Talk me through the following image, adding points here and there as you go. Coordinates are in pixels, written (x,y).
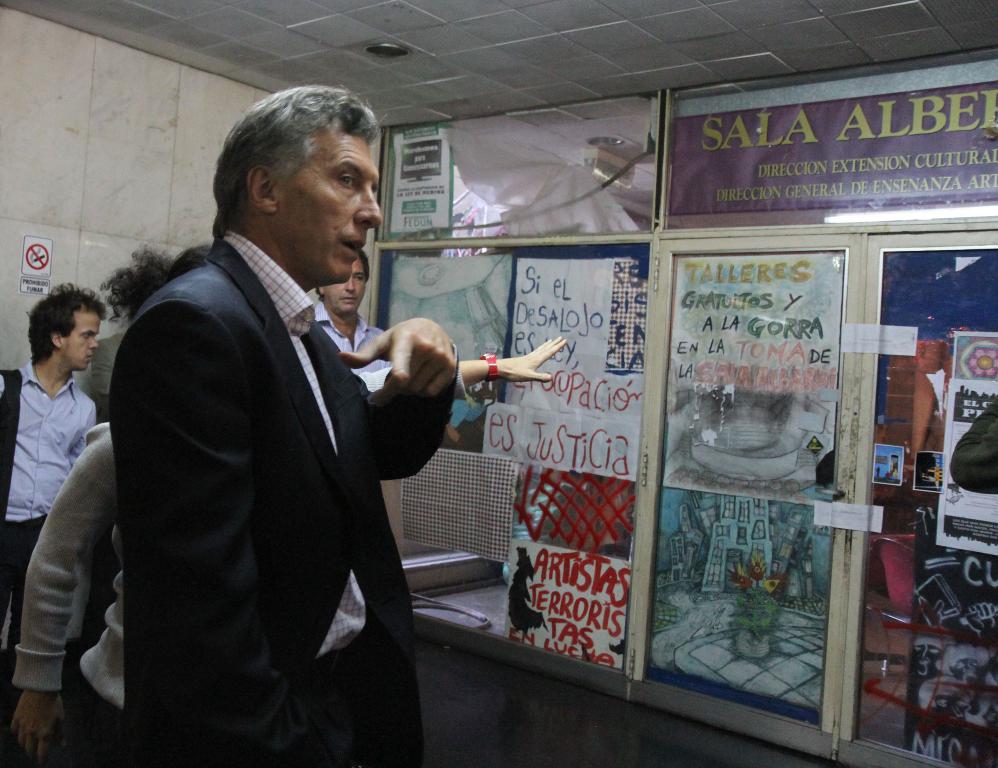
In this image we can see people (272,587) and there are posters (693,499) pasted on the walls (775,276). In the background (173,135) there is a wall (195,201) and we can see a door (862,451).
